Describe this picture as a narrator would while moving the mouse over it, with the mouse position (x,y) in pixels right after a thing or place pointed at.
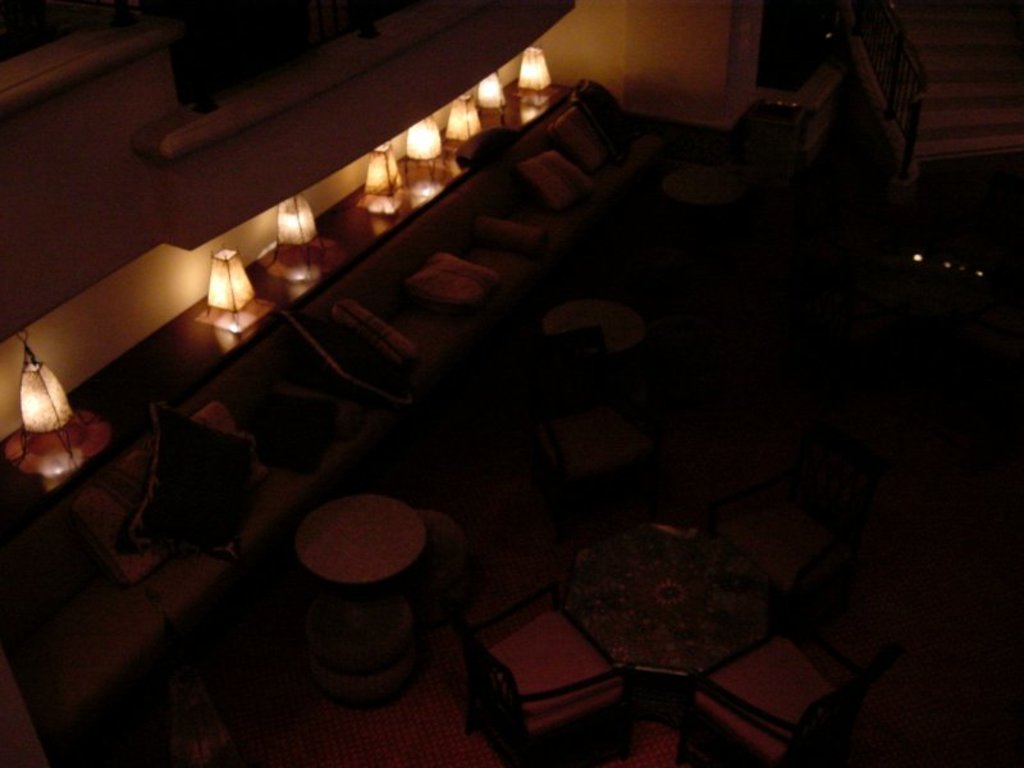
In this image there are couches (247,530), tables (660,529) and chairs (739,686). There are pillows (478,276) on the couches (427,322). There are lamps (489,84) standing on a ledge (355,200). In the top right (965,72) there is a staircase (943,82). Beside to it there is a railing (896,59). The image is dark.
